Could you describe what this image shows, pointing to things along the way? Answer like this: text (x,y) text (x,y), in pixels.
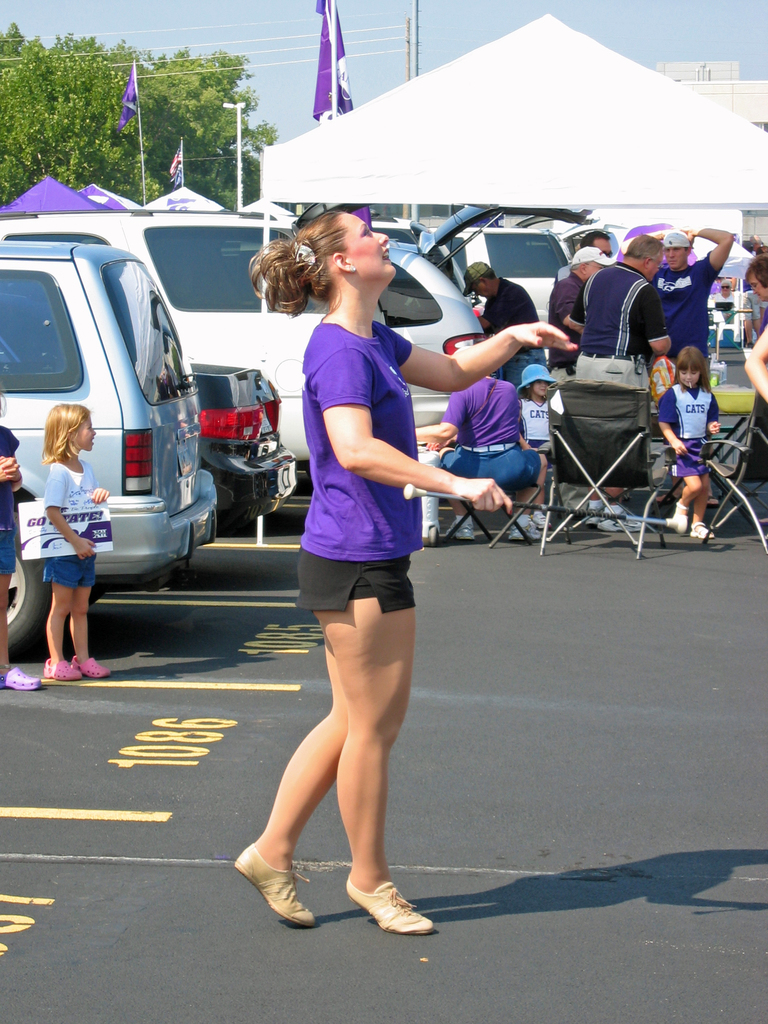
In this picture there is a woman (380,473) who is standing on the road (214,1006). On the left (86,442) there is a girl (83,468) who is standing near to the cars (128,480). On the right (649,317) I can see some people (474,406) who are sitting on the chair (624,413) and some people (700,372) are standing near to the table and tent (654,136). In the background (142,129) I can see the street lights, poles (239,143), building (717,91) and trees (12,97). At the top (443,3) I can see the sky (260,0).
